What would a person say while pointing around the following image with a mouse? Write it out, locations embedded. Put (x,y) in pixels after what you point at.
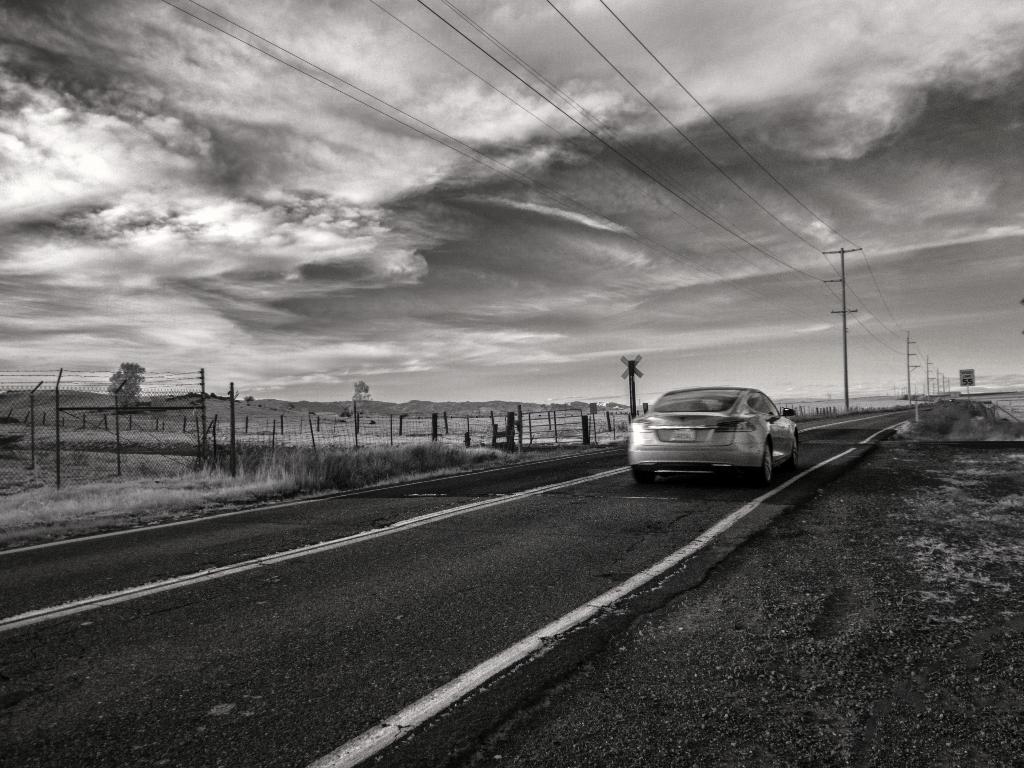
It looks like a black and white picture. We can see a car (720,394) on the road (580,497). In front of the car (719,410) there is a pole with a board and electrical poles (844,283) with cables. On the left side of the car (665,433) there is the fence (33,396), grass (347,452) and the cloudy sky (280,134).
